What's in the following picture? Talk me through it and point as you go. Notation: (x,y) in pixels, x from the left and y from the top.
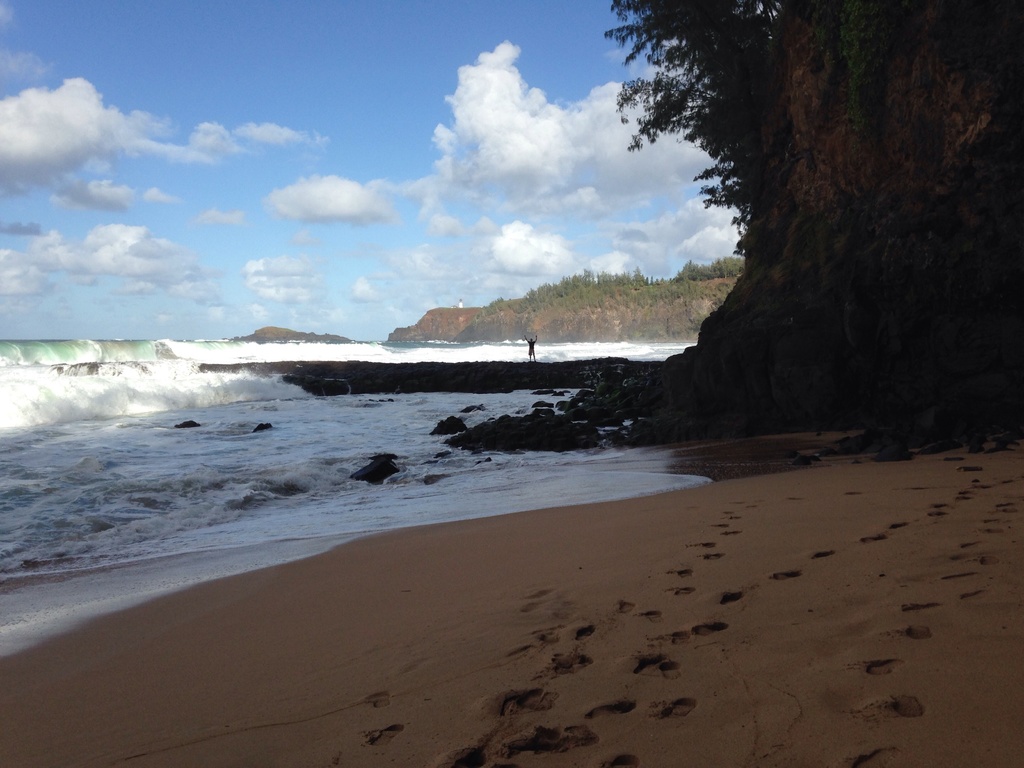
In this image we can see a large water (290,413) and a person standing on the sea shore (480,376). On the right side (718,263) we can see some trees (707,271), a cliff (879,314) and the mountains (641,297). On the backside (685,197) we can see the sky (483,192) which looks cloudy. On the bottom of the image (508,584) we can see some footprints (534,691) on the sand (642,588).
